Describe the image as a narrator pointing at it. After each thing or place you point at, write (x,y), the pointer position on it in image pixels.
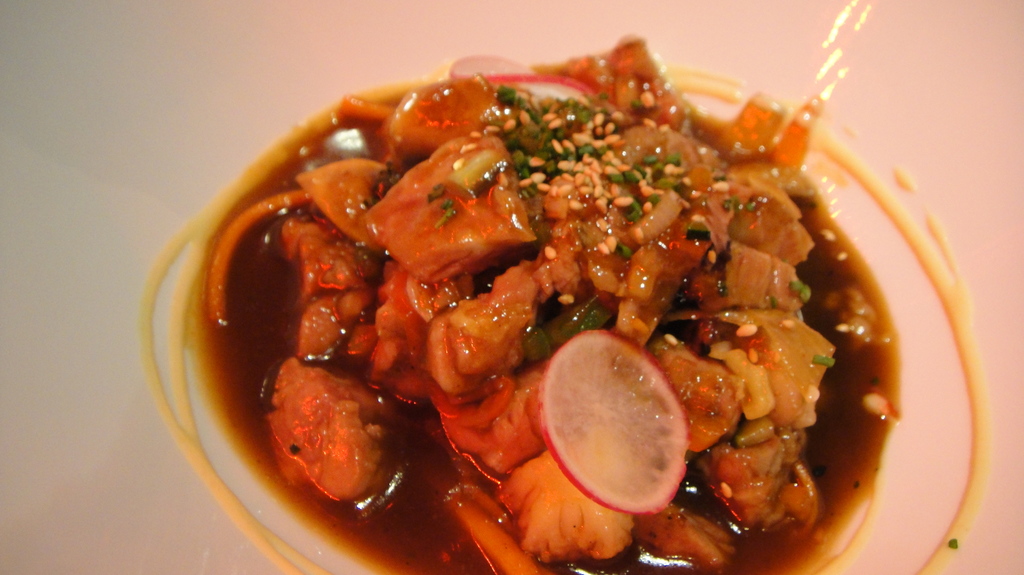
In the image we can see food item (518,330) in a white container (226,557).
